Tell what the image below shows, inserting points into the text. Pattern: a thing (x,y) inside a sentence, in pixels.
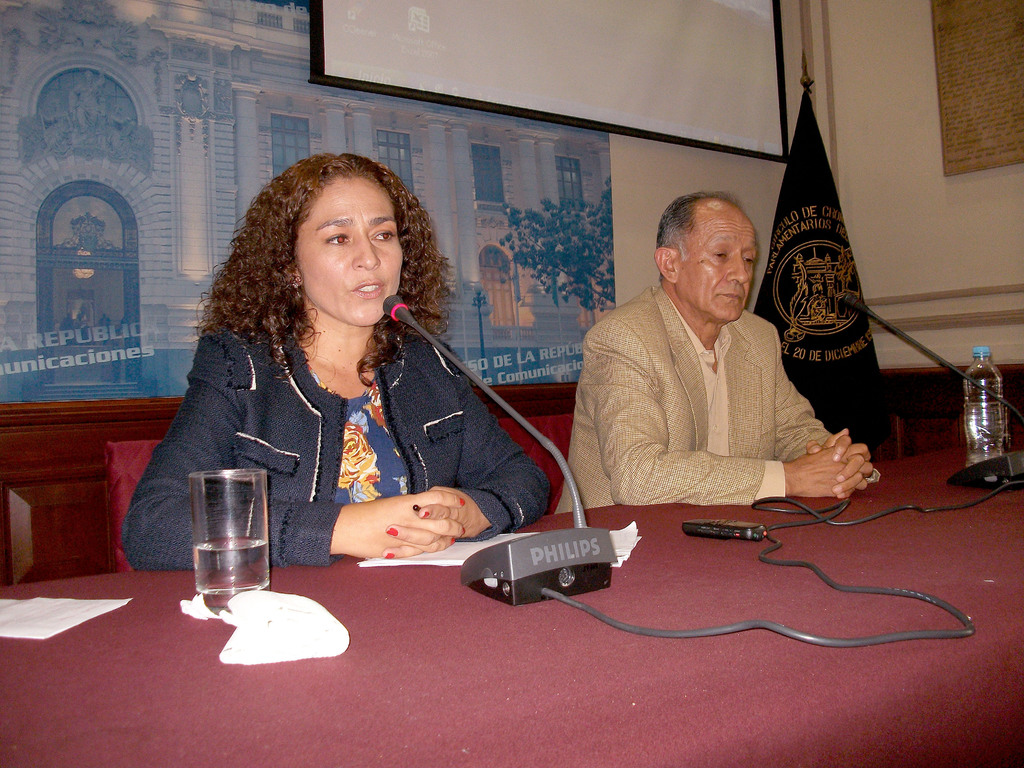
As we can see in the image there is a wall (953,271), banner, screen (707,39) and two people (364,420) sitting on chairs (118,451) and there is a table (626,610). On table (811,604) there is a mic (568,545), glass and bottle (983,429).
